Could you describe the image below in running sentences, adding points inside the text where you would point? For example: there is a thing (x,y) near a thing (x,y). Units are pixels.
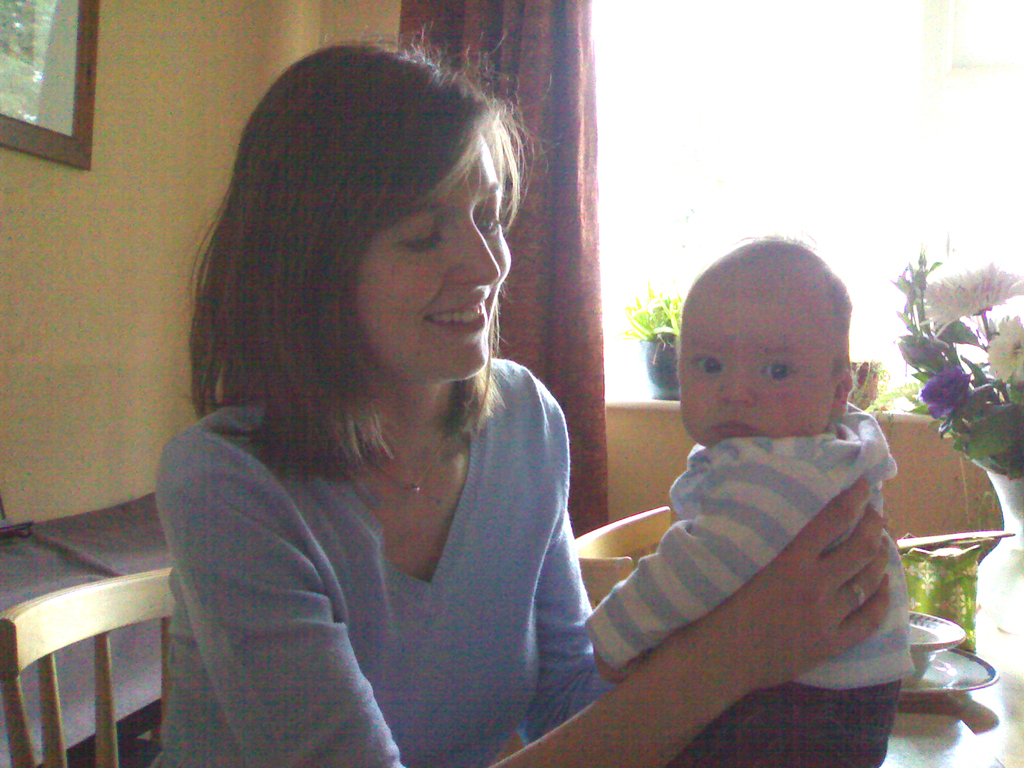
There is a woman (409,424) sitting, laughing and holding a baby (756,473). In front her, there are flowers (991,445), plants (995,412), and some other materials (985,599) on the table (970,749). In the background (487,12), there is a curtain (595,321), plant (647,336) and pot (665,379) on the wall (641,406), an yellow color wall (156,78), photo frame (33,105) and a cloth (76,517).
